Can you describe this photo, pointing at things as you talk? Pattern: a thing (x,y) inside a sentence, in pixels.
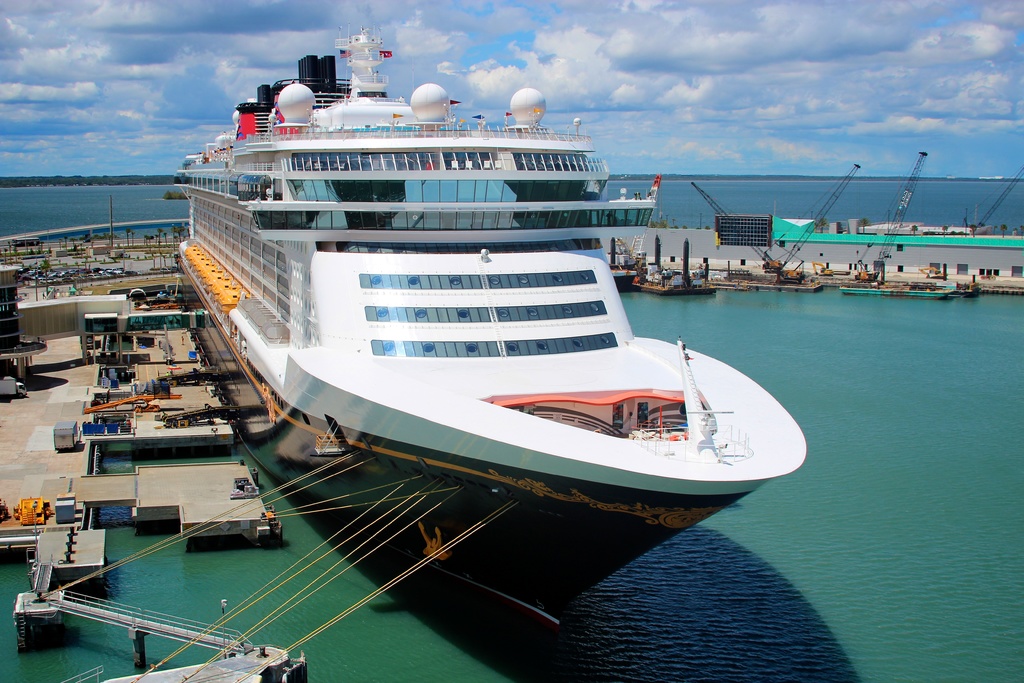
At the bottom of the image (730,640) I can see the water (889,617). It is looking like an ocean (767,189). In the middle of the image (440,266) there is a ship (520,373) on the water (821,482). On the left side (95,465), I can see the platform (39,422) on the water (132,546) which is made up of concrete (151,499). On this I can see many metal objects (121,398) are placed. On the right side (790,284) there are some boats (713,286). At the top (700,46) I can see the sky (569,55) and clouds (613,53).
